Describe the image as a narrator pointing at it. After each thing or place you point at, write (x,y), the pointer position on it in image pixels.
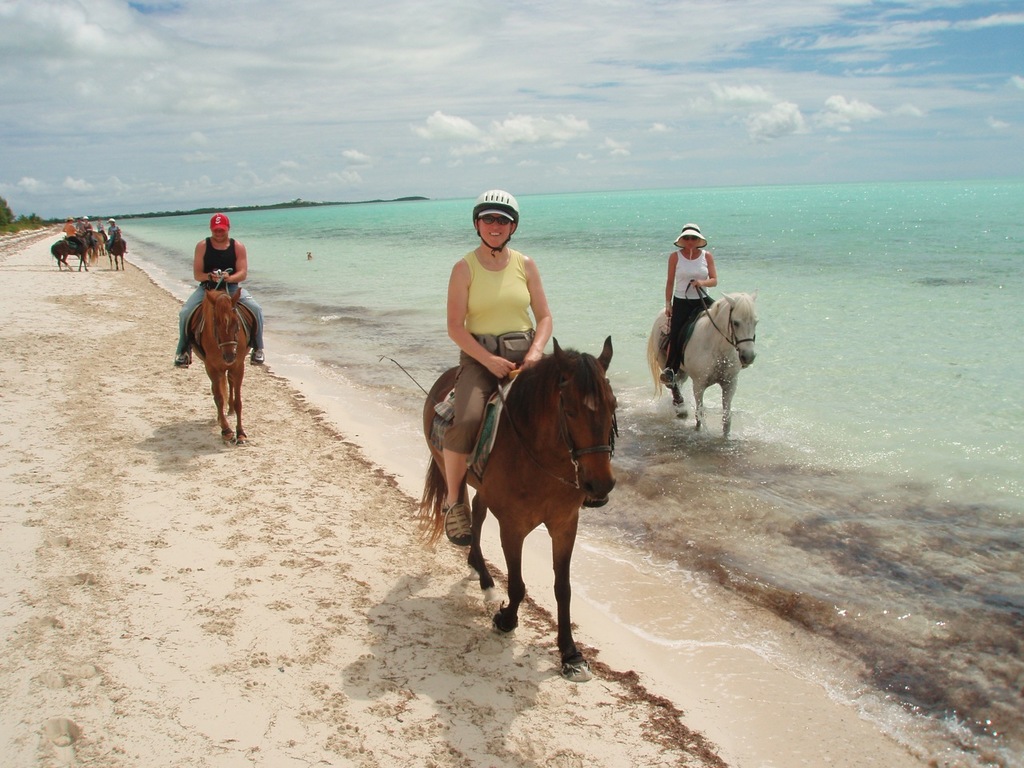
In this image there is the sky (618,112) truncated towards the top of the image (545,104), there are clouds (502,120) in the sky (489,92), there is the water (895,394) truncated towards the right of the image (853,337), there are horses (117,250), there are persons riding horses (594,385), there is sand (298,661) truncated towards the bottom of the image (386,730), there is sand (73,582) truncated towards the left of the image (26,328), there are trees (16,225) truncated towards the left of the image (11,215).
